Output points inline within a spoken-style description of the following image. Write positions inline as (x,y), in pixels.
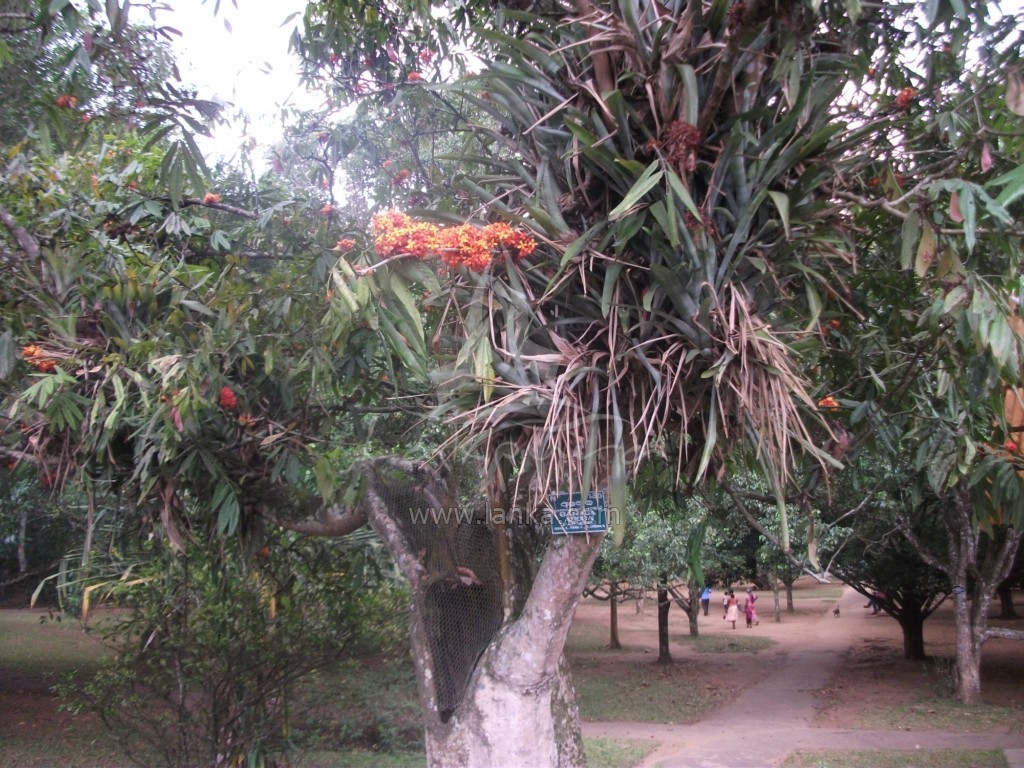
In the image to the front (512,648) there is a tree (497,719) with leaves (547,279) and flowers (470,240). And in the background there are many trees (959,462). And also there are few people (731,625) standing on the ground (770,663).
